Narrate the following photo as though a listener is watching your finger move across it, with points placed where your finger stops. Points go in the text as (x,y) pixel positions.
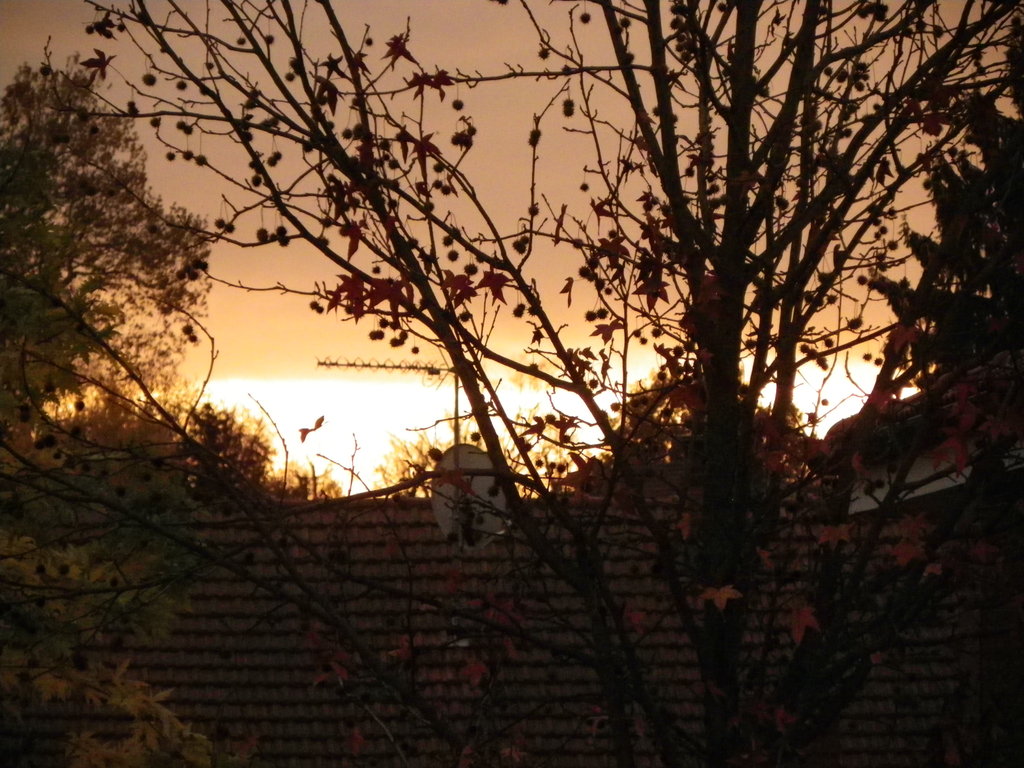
In this image we can see trees (581,542) and roof (307,650). In the background (407,377) there is sky (574,264).
